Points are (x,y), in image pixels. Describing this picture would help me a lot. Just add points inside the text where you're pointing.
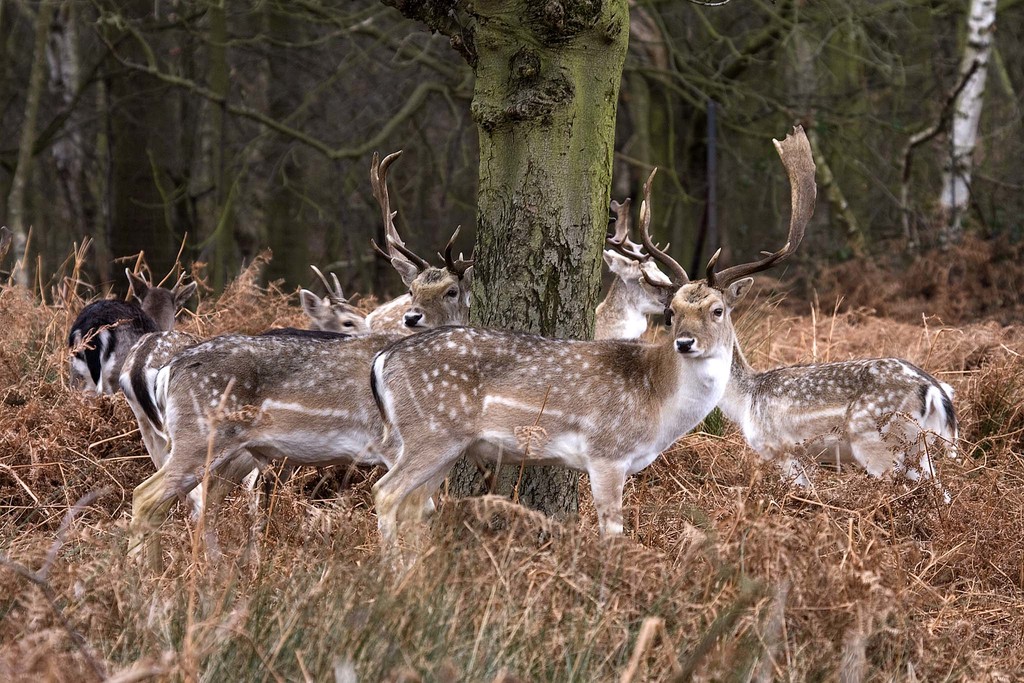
In this image I can see the animals (398,479) which are in white, brown and black color. These are standing on the dried grass (543,547). In the background (539,135) I can see the trunk (603,92) and many trees (634,55).
